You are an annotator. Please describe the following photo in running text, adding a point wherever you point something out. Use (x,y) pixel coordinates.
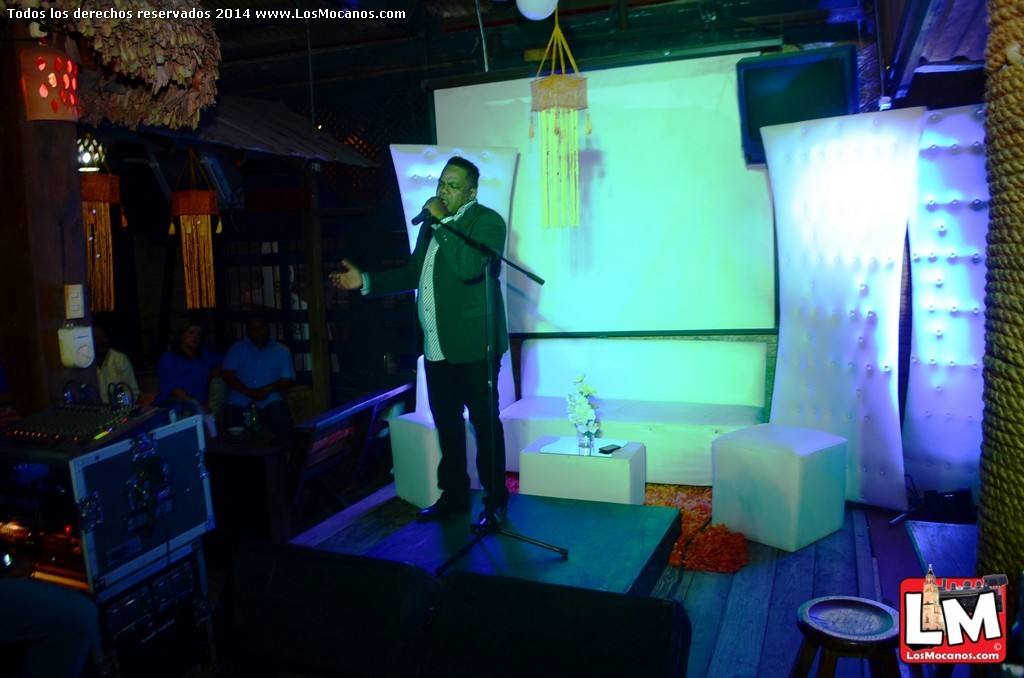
In the center of the picture (470,392) there is a man (454,194) holding a microphone (418,218) and singing over a stage (602,513). In the center (636,422) there are couches (609,431) and flower vase (591,430). On the left (130,544) there are boxes (149,451), people (192,342), chairs (336,424), decorative items (63,109). On the right (838,624) there are stool (863,607) and wall (899,312).
